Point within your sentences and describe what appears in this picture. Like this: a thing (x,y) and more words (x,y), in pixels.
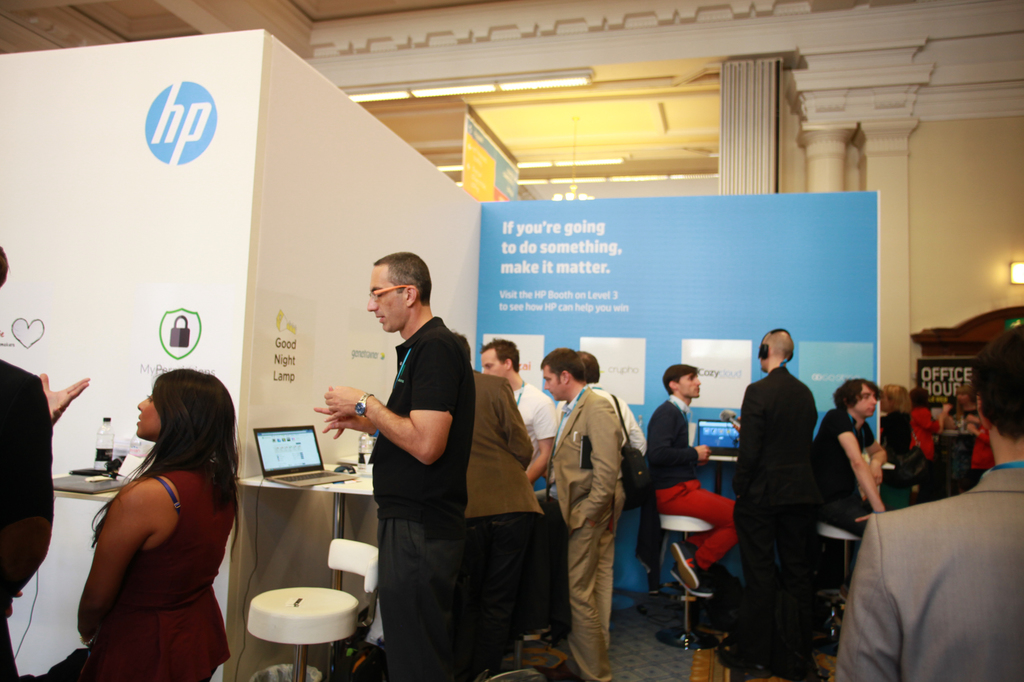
In this picture we can see a group of people (417,677) on the floor (546,647) and few people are sitting on chairs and few people (587,622) are standing, here we can see tables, laptops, boards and bottles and in the background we can see the wall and lights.
